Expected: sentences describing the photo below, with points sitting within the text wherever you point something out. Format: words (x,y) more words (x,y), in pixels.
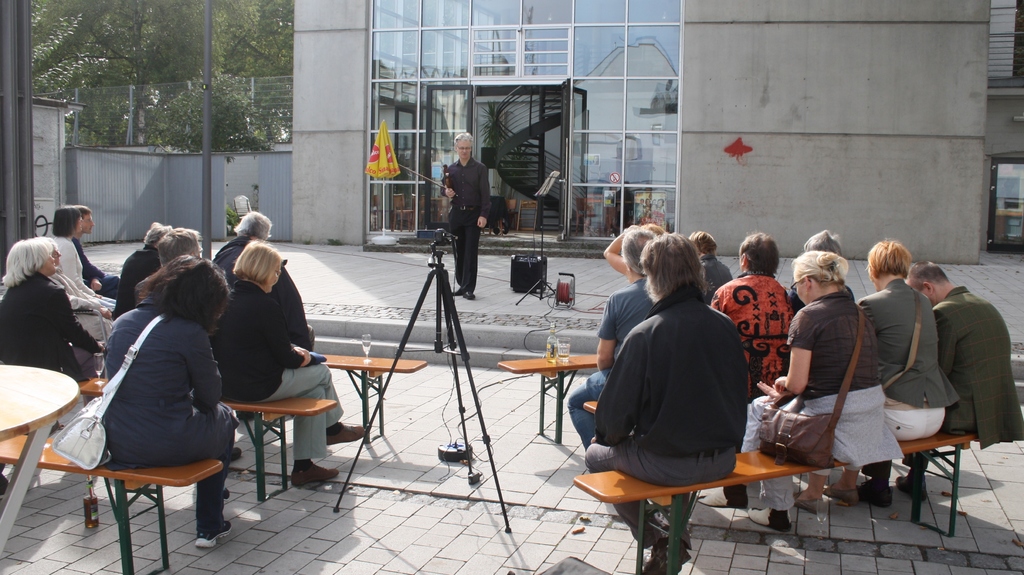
This picture shows people (784,516) seated on the benches (652,485) and we see few glasses (566,358) and a bottle (553,331) and we see a camera stand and a camera (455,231) to it and we see a person (470,245) standing and we see building (302,164) and few trees (190,117).
